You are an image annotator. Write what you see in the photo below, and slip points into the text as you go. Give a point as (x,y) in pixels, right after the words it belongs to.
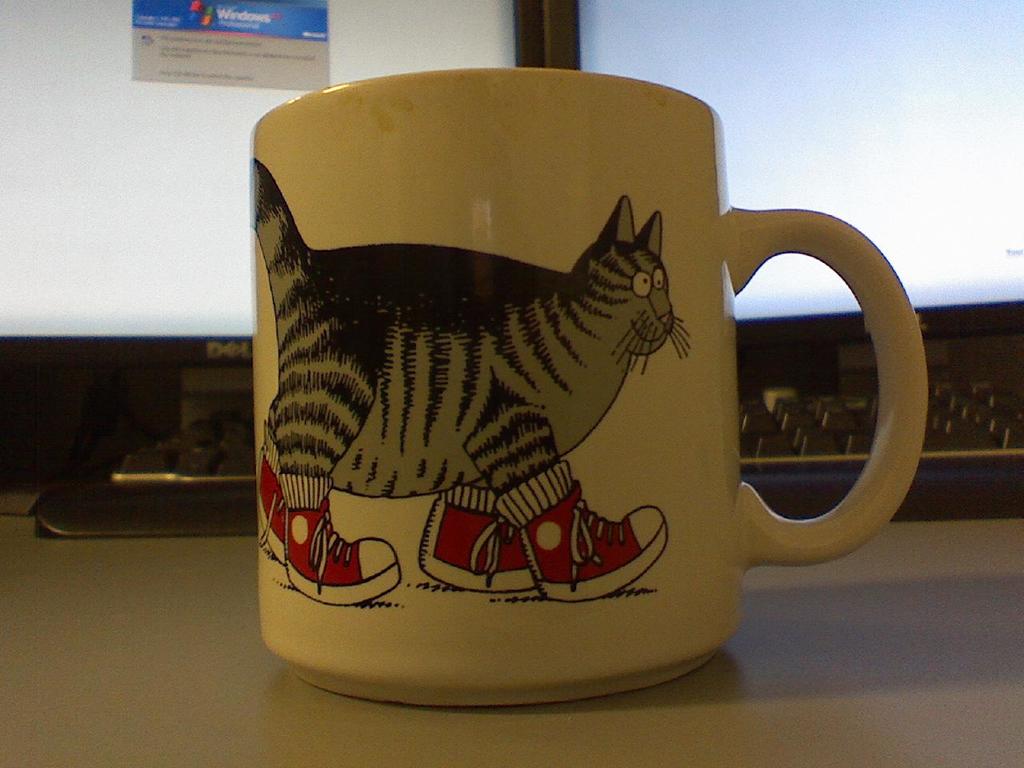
There is a cup (415,377) with a painting (385,393) is on a surface (267,689). In the back (177,441) there is a keyboard (219,442) and computer (464,59).
